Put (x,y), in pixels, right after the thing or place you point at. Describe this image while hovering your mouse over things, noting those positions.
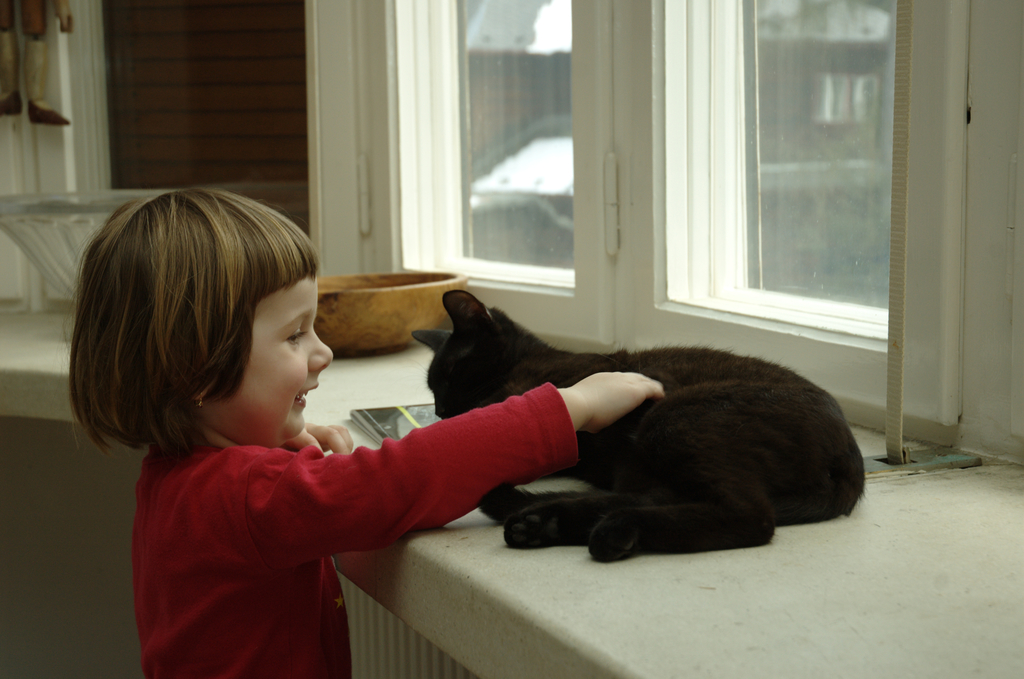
In this picture we can see girl (224,447) standing and smiling and holding cat (505,368) with her hands (588,385) and aside to this cat (495,361) we have books (398,406), bowl (352,279), window (429,259).
